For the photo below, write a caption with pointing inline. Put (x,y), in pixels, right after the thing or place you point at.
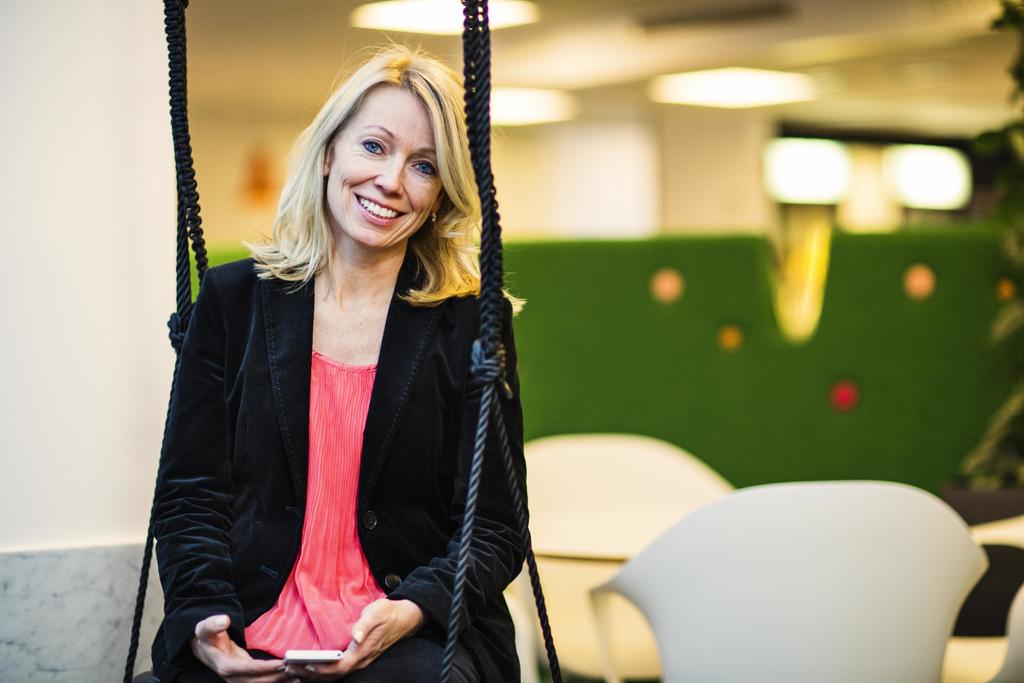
In the image we can see there is a woman (372,491) sitting on swing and holding mobile phone (298,658) in her hand (356,639). Behind there are chairs (779,679).
